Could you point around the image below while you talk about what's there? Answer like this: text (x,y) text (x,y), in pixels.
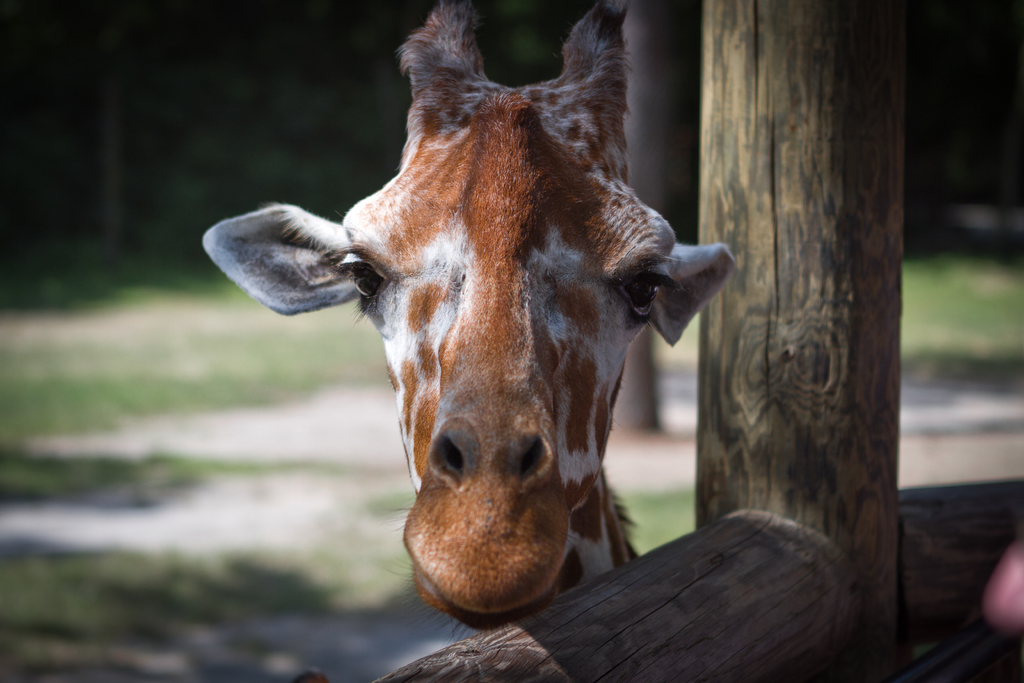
In this image we can see a giraffe's face (508,409) from a wooden fence (598,579). In the background (229,74) there are trees (219,123) and ground (169,380).
